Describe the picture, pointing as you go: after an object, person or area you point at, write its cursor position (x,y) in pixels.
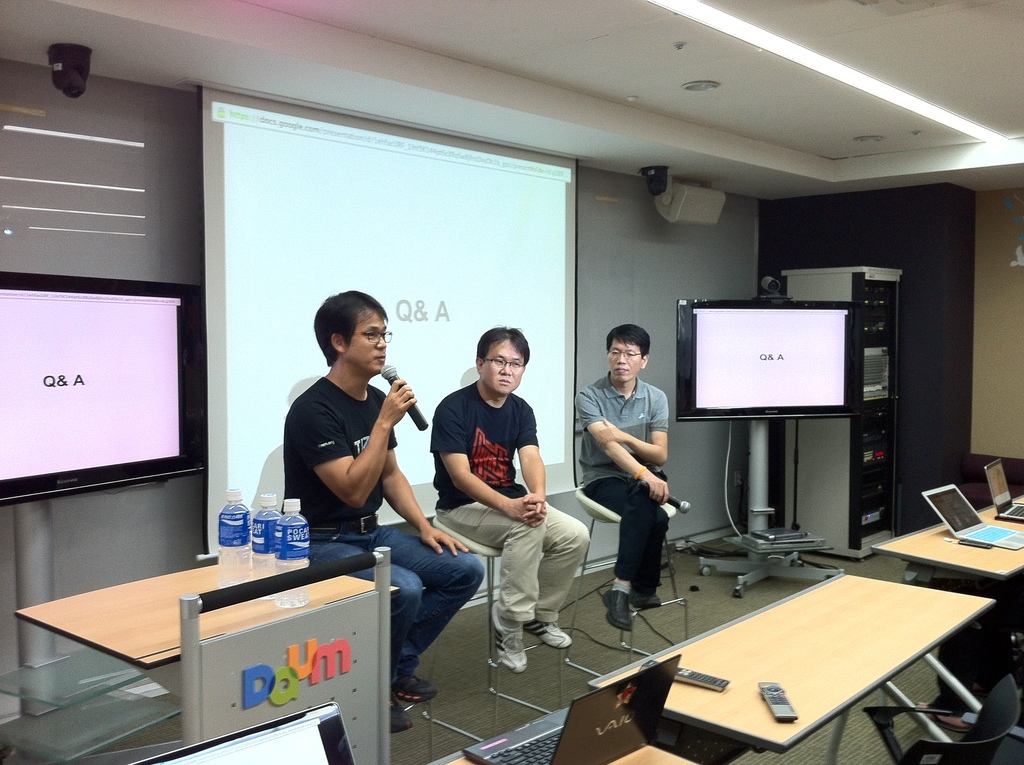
In the image in the center (352,336) we can see three persons (457,521) were sitting on the chair (469,544) and two of them holding microphones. On the left side of the image, there is a stand (19,545), board (228,649), table (110,620) and water bottles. In the bottom of the image, we can see tables (850,688), chairs (948,747), laptops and remote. In the background (476,228) there is a wall (621,235), roof (575,13), light (693,13), screen (473,228), stand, board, machine (856,443) and few other objects (849,423).
